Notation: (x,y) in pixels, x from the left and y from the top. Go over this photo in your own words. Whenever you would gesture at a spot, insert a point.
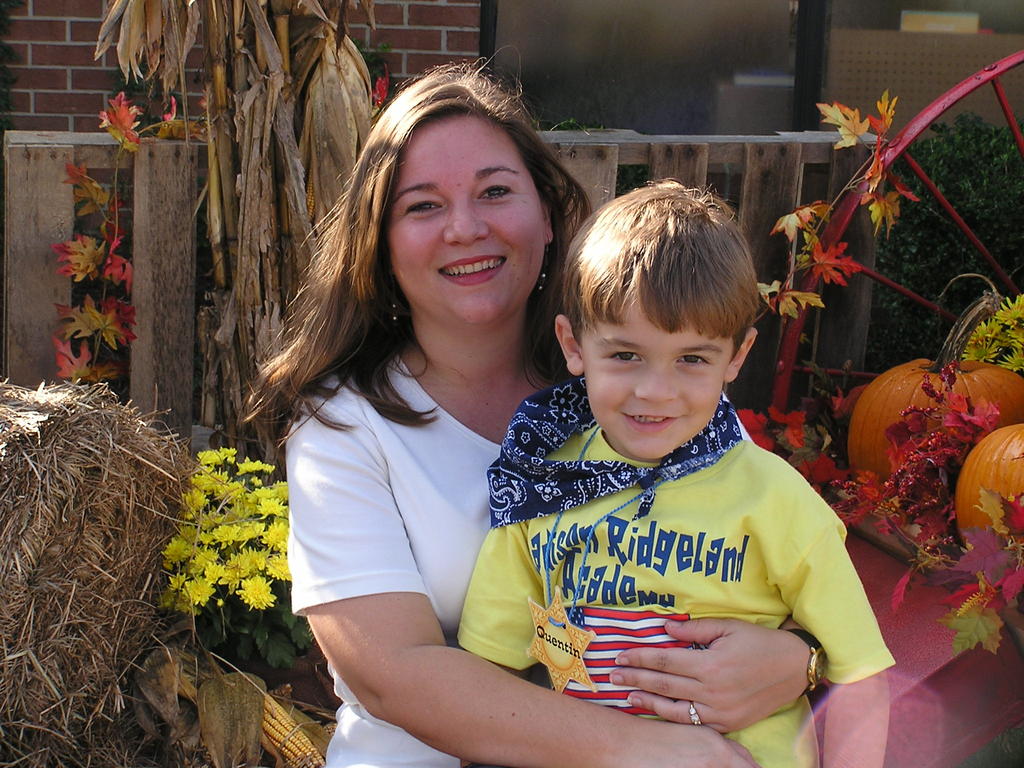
In this picture there is a woman (480,470) holding a kid (661,551) in her hands (678,631) and there are few flowers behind her and there are two pumpkins (1005,462) in the right corner (984,452).
